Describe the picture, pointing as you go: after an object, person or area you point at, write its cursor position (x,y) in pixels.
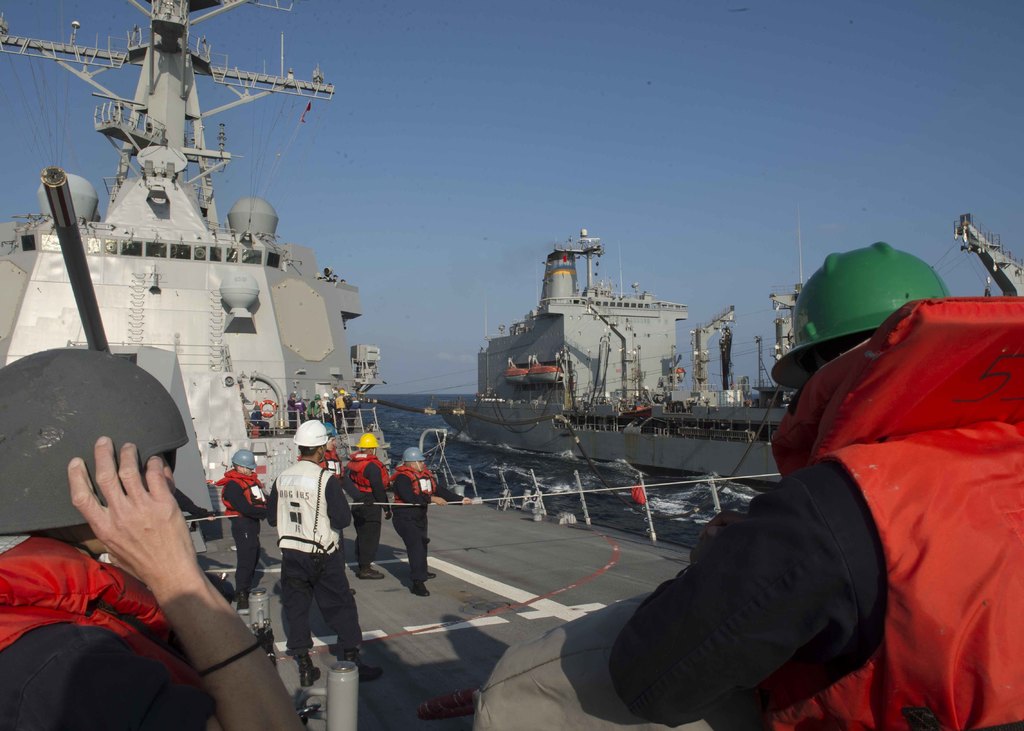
In this image we can see two people (858,377) in the foreground (877,380) and there is a ship (673,319) and the background (513,234) is the sky (434,151).
